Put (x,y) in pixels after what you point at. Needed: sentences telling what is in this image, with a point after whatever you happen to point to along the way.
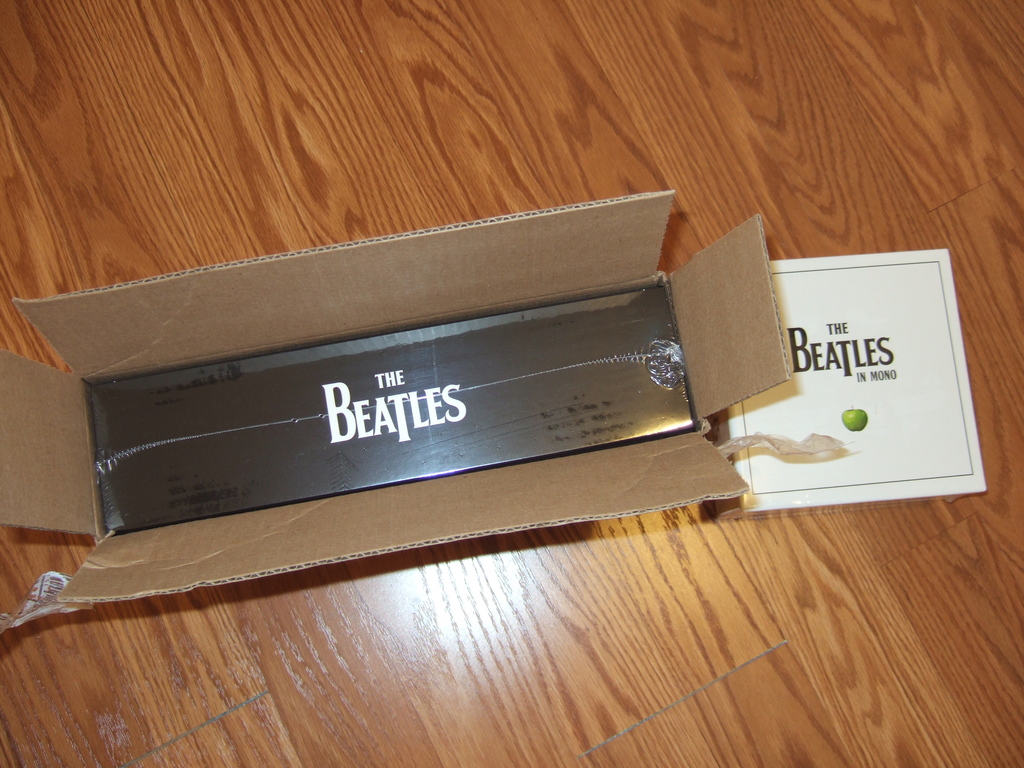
In this picture I can see a box (363,527) in front (349,401) in which there is a black color thing (377,410), on which there is something written and side to this box (748,334) I see a white color paper (873,375), on which there is something written too and these 2 things (543,338) are on the brown color surface (386,53).
